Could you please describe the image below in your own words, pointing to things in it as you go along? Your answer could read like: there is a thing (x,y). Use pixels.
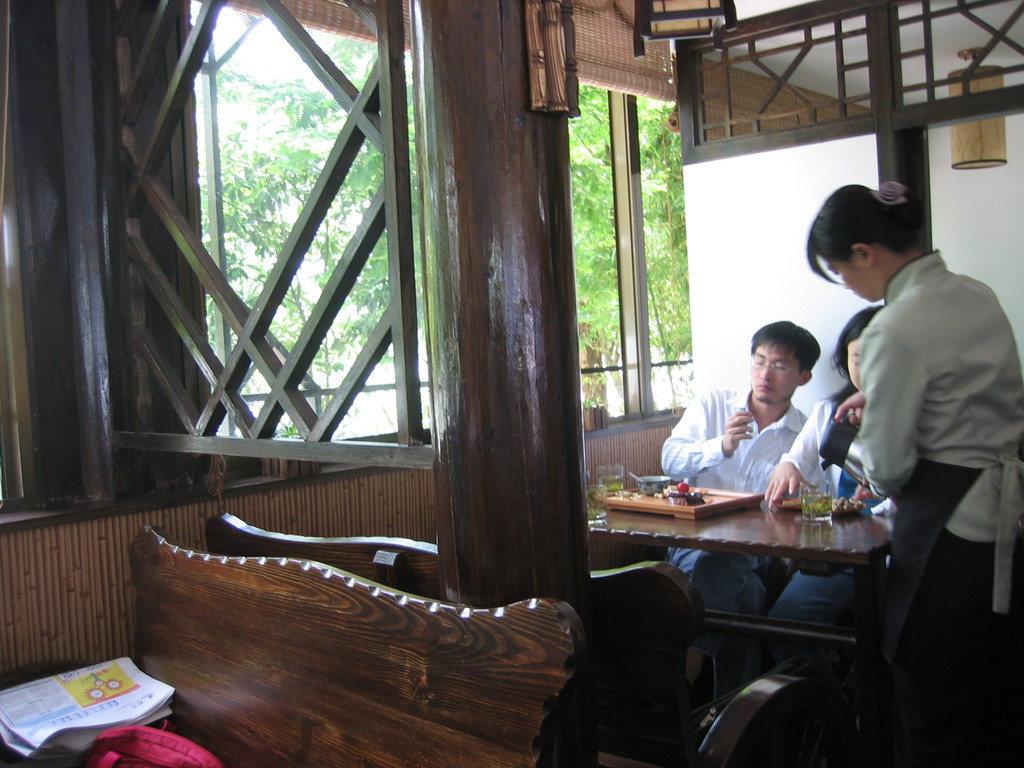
There are two persons (731,416) sitting in a chair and there is a table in front of them and there is a waiter (993,435) serving water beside them and there is a window (598,312) beside them.
